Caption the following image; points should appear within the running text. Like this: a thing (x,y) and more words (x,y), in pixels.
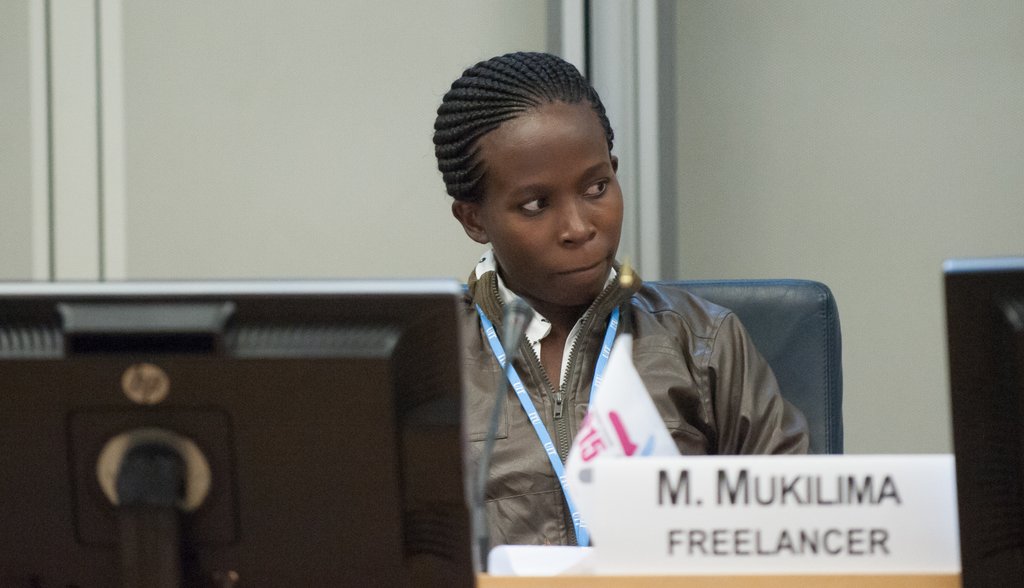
In this image we can see a woman (489,141) sitting on a chair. We can also see a name board (745,495) on a table (629,582) and a monitor (333,391).
